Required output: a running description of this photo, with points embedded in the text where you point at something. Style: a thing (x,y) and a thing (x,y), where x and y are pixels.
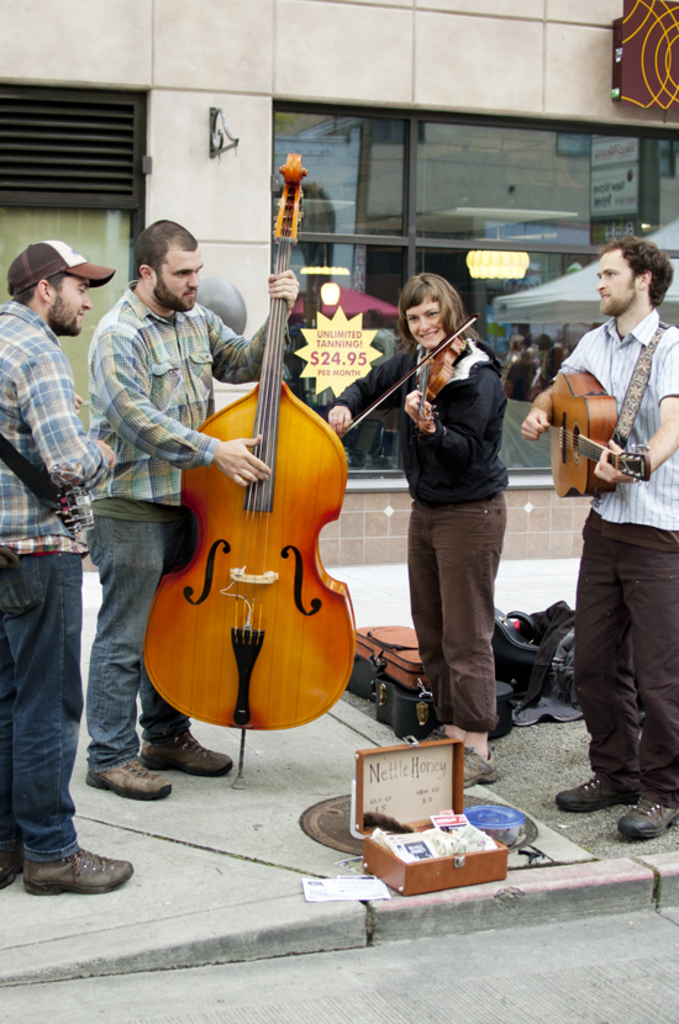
In this image I see 4 persons (25,776) standing on the path (9,966) and 3 of them are men (661,262) and another one is a woman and all of them are holding instruments (291,171) in their hands (293,279). In the background (266,201) I can see a building (5,201).
